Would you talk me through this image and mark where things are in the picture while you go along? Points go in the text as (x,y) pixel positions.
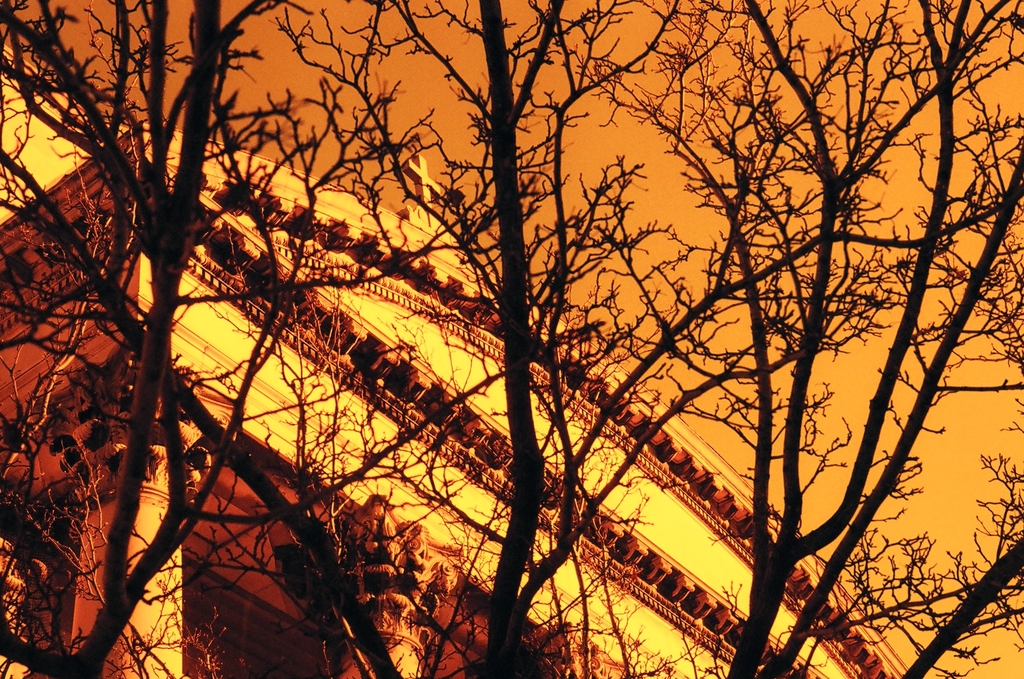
In this image we can see a building (384,395) with a cross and pillars (154,609). We can also see some trees (791,518) and the sky (631,187) which looks cloudy.
